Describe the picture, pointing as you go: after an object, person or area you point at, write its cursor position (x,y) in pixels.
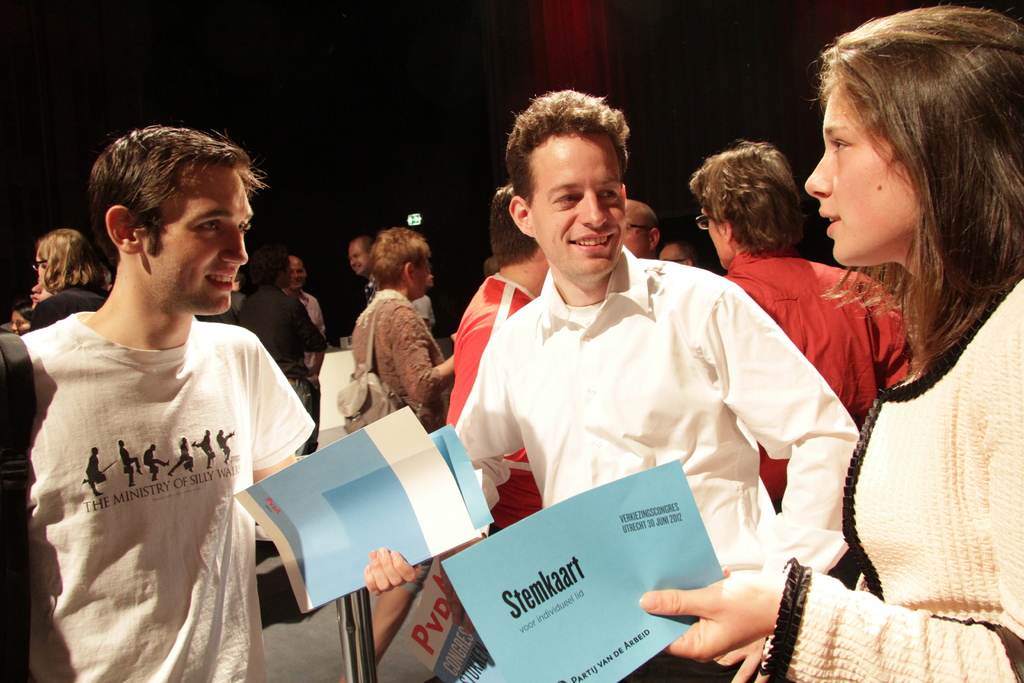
In the image in the center (565,345), we can see three persons (568,454) are standing and holding vouchers (624,590). And they are smiling, which we can see on their faces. In the background (880,351) there is a wall (655,78) and a few people (756,237) are standing.
